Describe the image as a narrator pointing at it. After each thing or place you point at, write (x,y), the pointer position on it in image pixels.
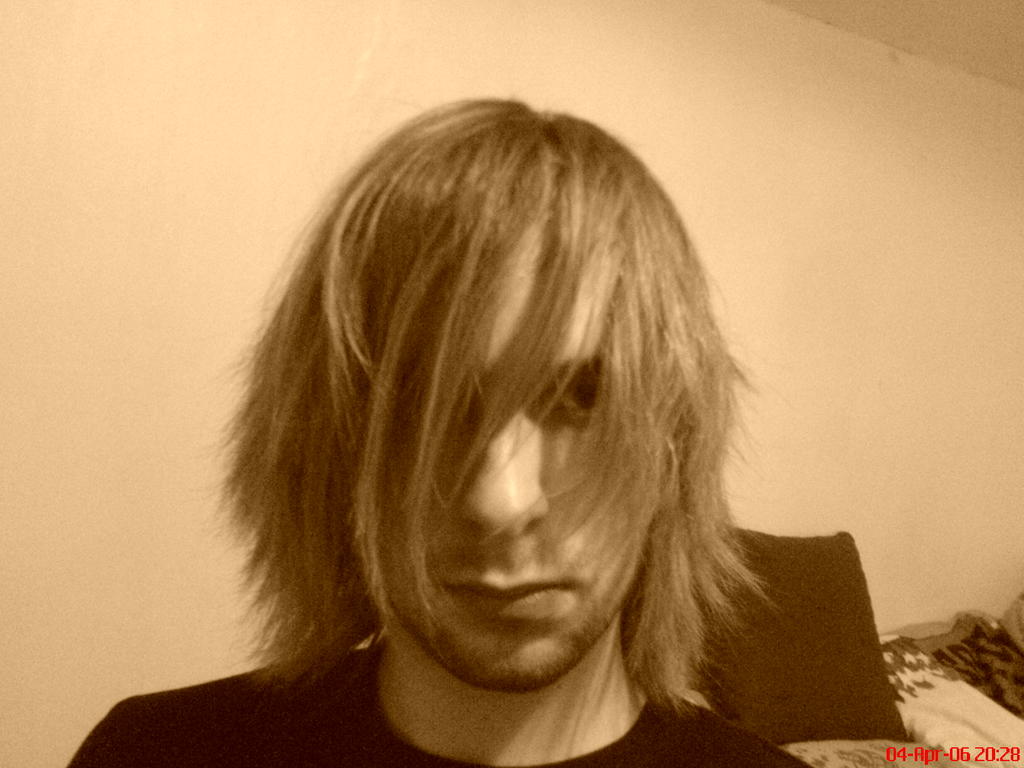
In this image there is a person (635,507), pillow (888,702), clothes (1006,667), wall (831,26) and a watermark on the image.
